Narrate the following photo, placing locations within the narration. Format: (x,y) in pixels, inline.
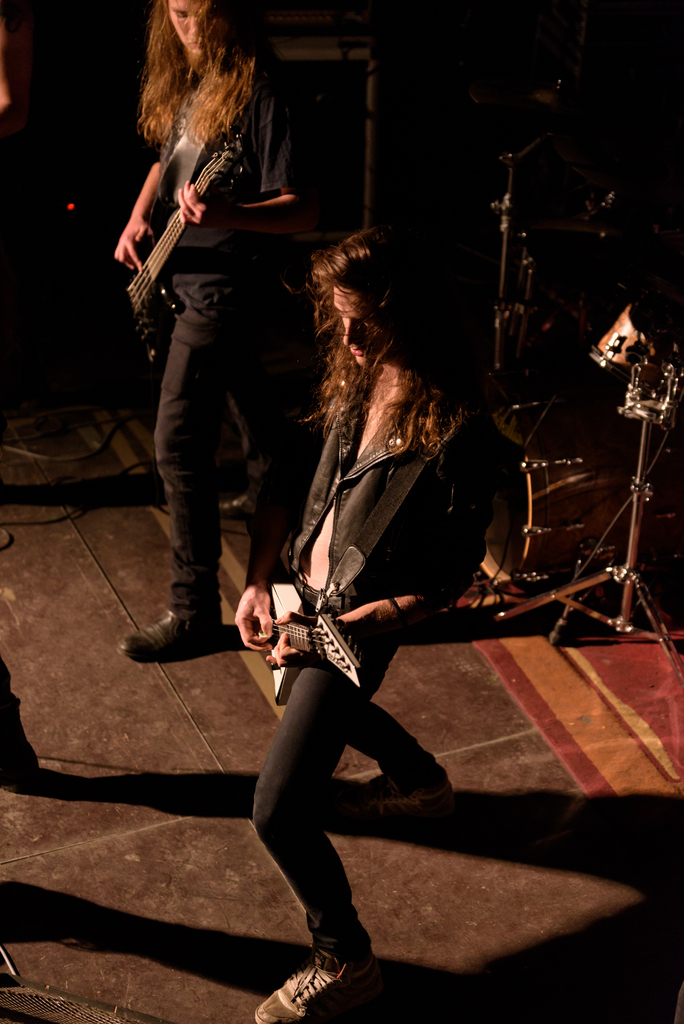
This picture is of inside. In the center (455,358) we can see there are two person (204,517) standing and playing guitar (297,604). In the right corner (661,441) there is a musical instrument (653,455) attached to the stand (646,461). In the background (436,104) we can see a wall (432,86).
